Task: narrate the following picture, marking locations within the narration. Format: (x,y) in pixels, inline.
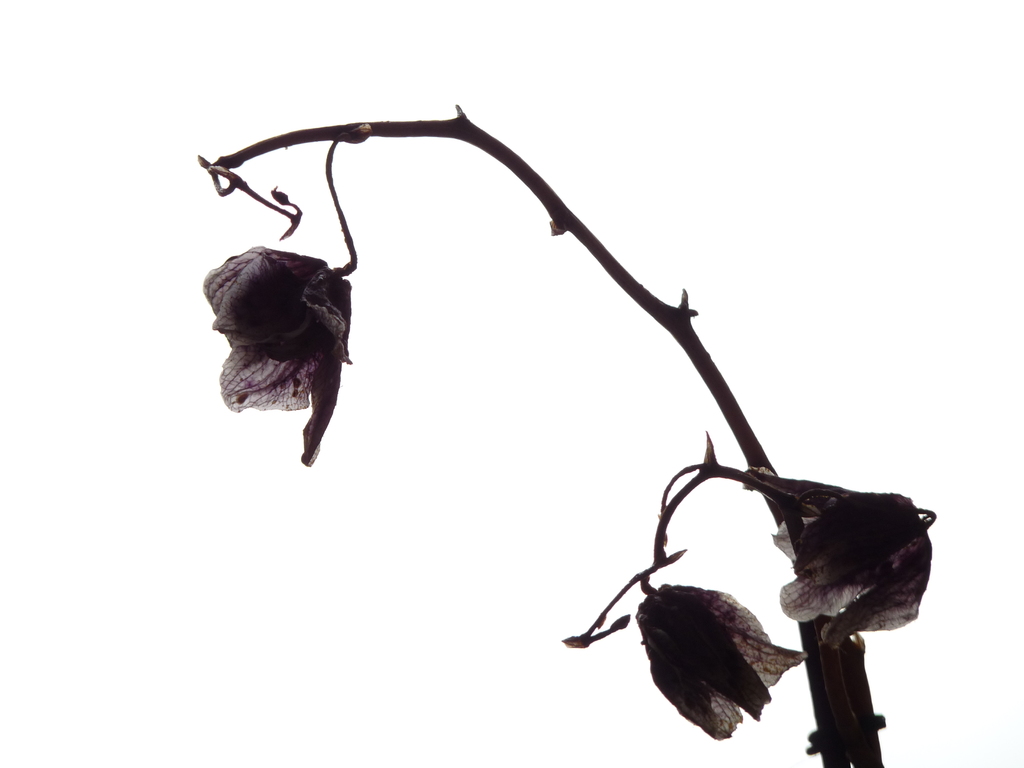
In this image there is a stem (670,322). There are thorns (682,311) and dried flowers (331,360) to the stem (746,478). The background (906,375) is white.
